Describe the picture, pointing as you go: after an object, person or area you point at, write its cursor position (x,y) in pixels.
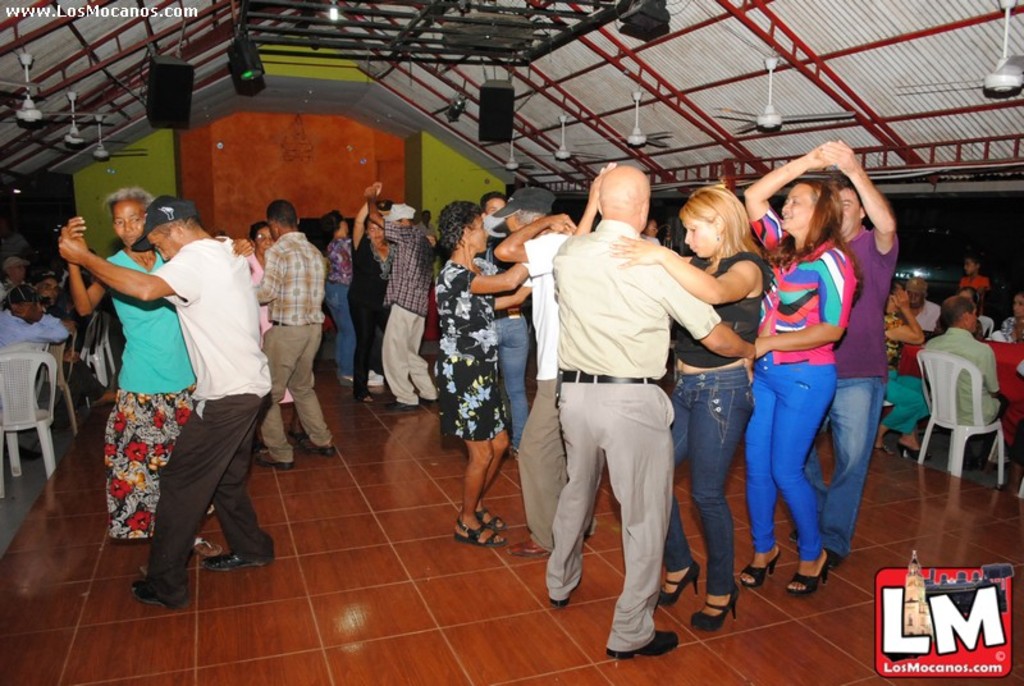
In this image, we can see a group of people (134,196). On the right side (1017,455) and left side of the image (79,378), we can see few people (7,307) are sitting on the chairs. Here we can see a group of people (531,258) are dancing on the floor (486,548). Background (330,170) there is a wall (428,168). Top of the image (159,80), we can see speakers (168,90), fans (993,95), rods (116,108) and shed (588,64). On the right side (994,628) bottom, there is a logo (920,615).
